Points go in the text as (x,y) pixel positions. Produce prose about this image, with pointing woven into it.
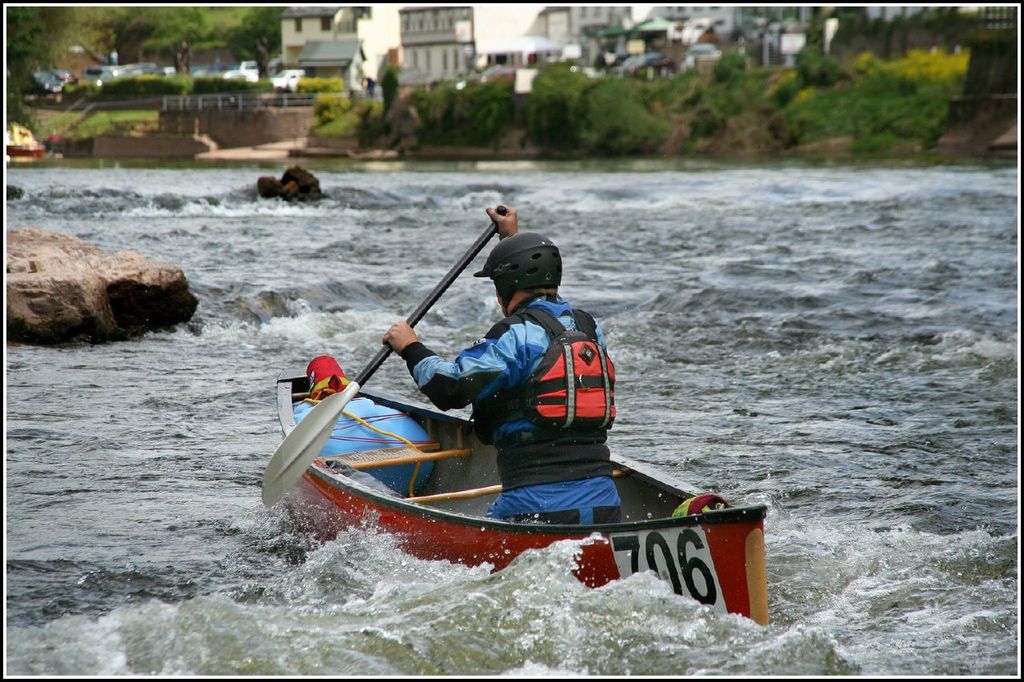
In this picture we can see a person (561,364) on a boat (491,481) and this boat (706,544) is on water (273,411) and in the background (348,12) we can see buildings (376,42) with windows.
